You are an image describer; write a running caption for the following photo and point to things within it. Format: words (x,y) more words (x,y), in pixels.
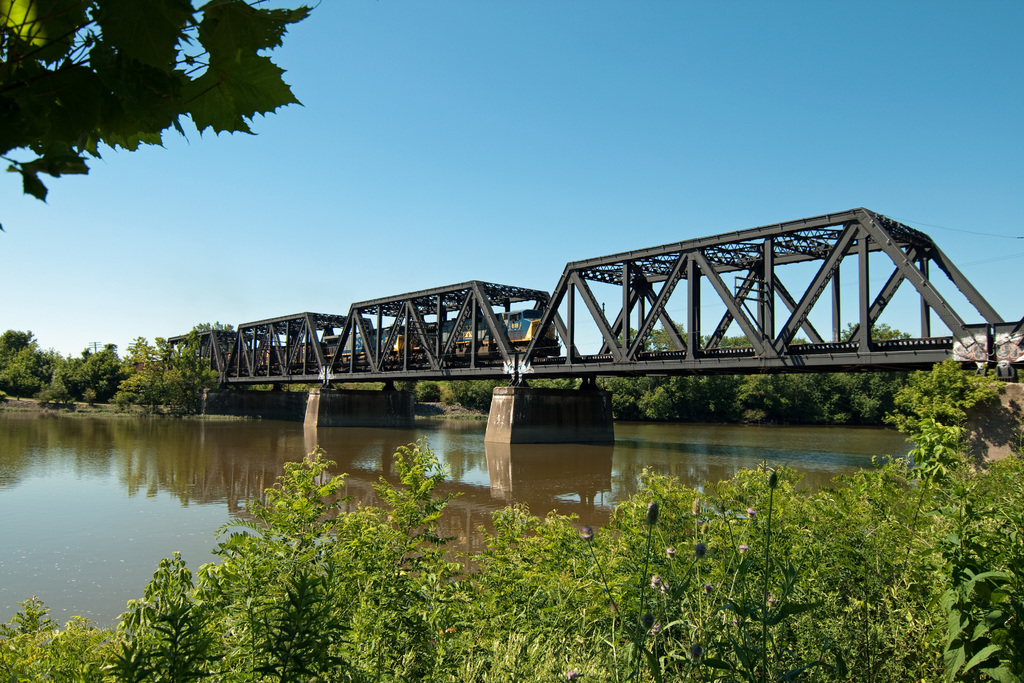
In this picture I can see at the bottom (999,540) there are trees (560,566). In the middle (552,438) water (263,476) is flowing and there is a bridge (369,376), a train (392,349) is moving from it. At the top (541,89) it is the sky (515,117).
